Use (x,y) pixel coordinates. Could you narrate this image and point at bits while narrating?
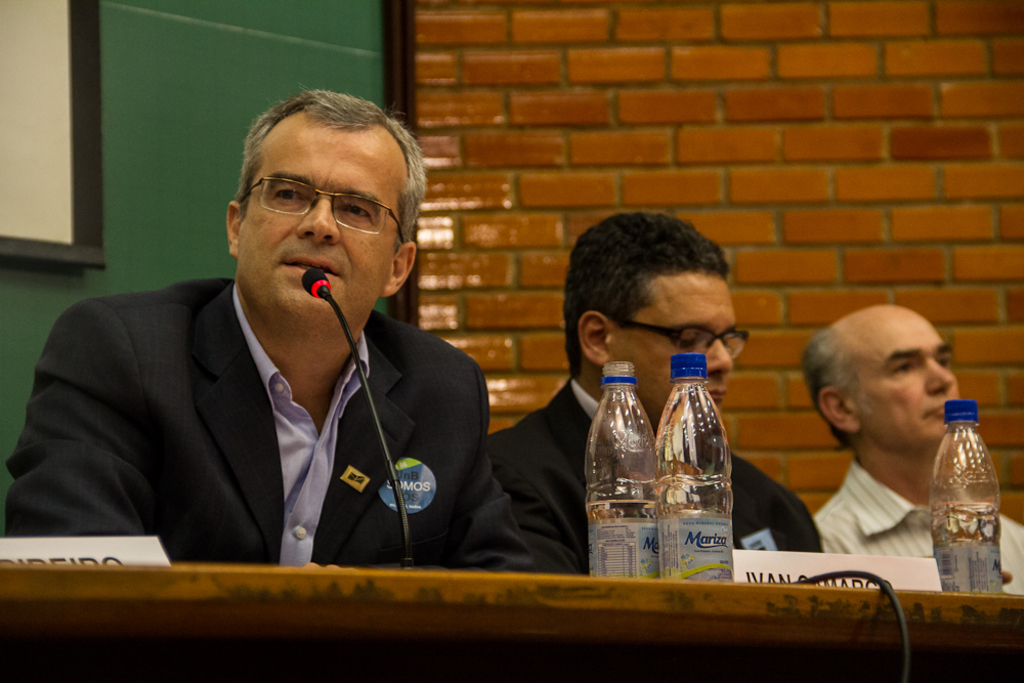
In the image we can see three persons (443,370) were sitting. In front (712,516) we can see table (840,606), on table (638,642) we can see microphone (406,516), three bottles (979,510) etc. And back there is a notice board (246,78) and brick wall (803,142).
